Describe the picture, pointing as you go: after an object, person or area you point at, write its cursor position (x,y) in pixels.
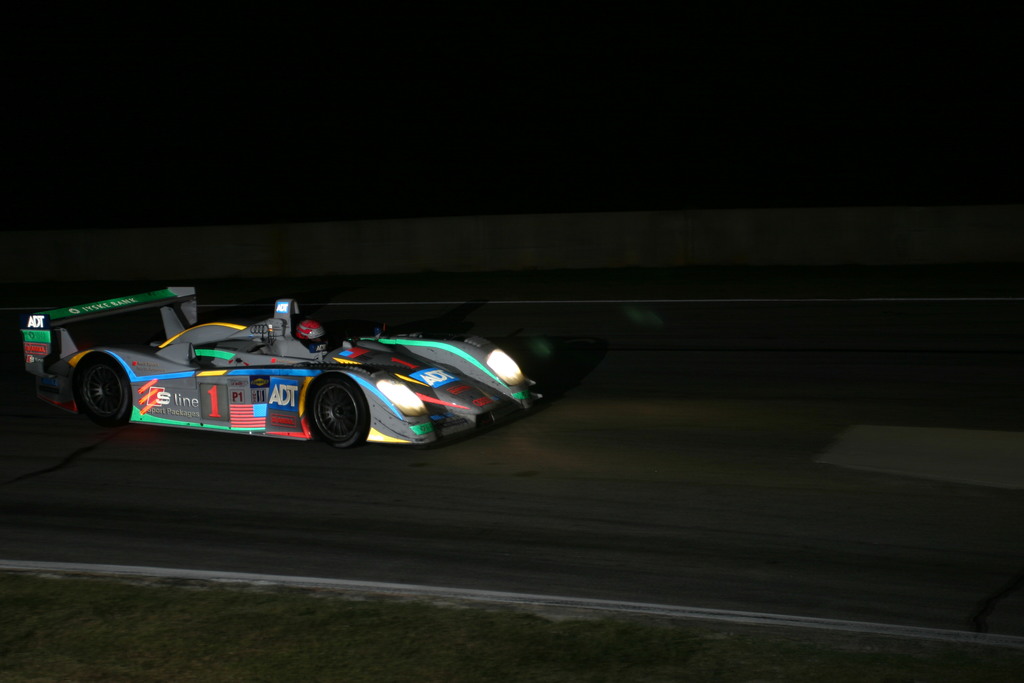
In the center of the image (389,344) there is a car (371,406) on the road (527,487). In the background of the image (345,244) there is a wall (712,238). At the bottom of the image (387,636) there is grass (330,651) on the surface (172,634).
